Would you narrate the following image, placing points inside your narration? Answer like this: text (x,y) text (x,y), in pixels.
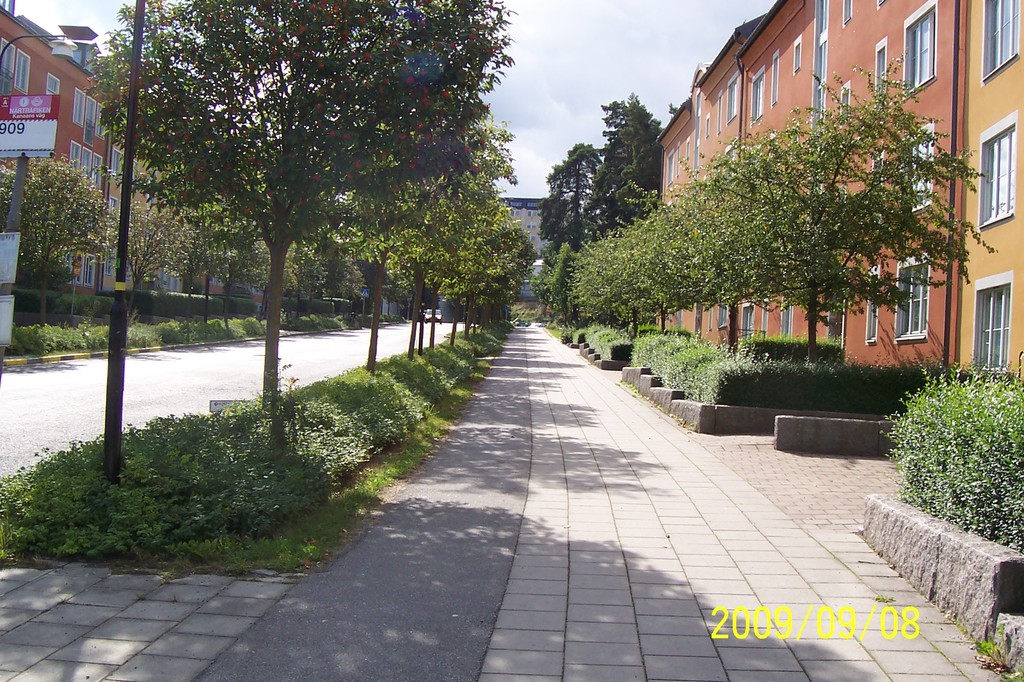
In the image we can see some plants (1007,412) and trees (391,148) and buildings (33,67) and vehicles (426,322). At the top of the image (631,72) there are some clouds (753,14) and sky (577,10).
